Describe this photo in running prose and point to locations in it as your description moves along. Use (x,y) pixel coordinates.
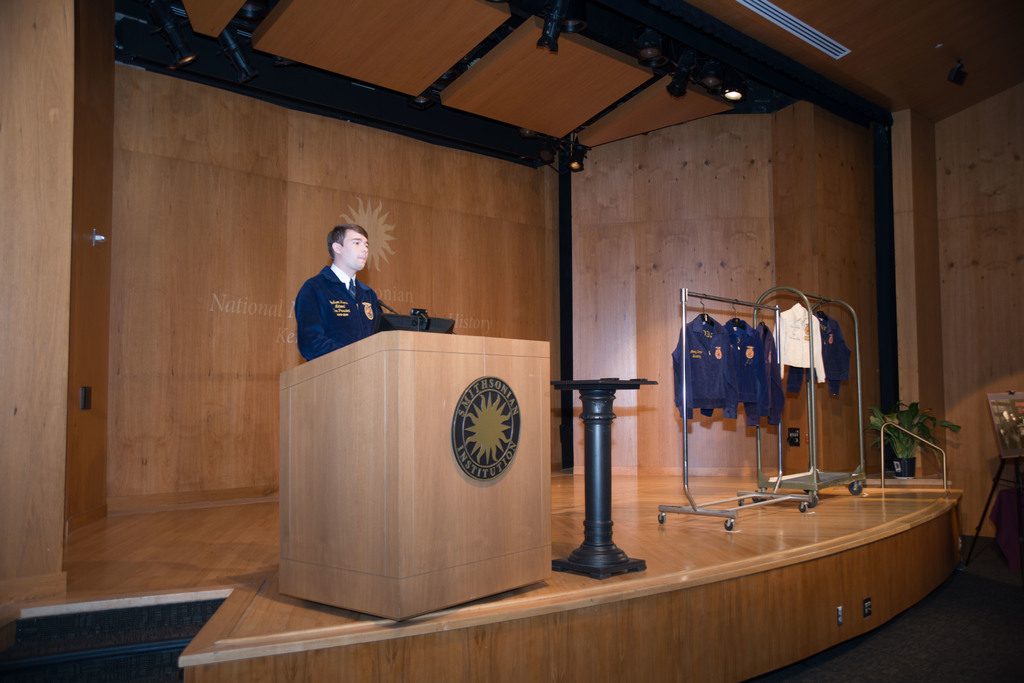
On this stage (317,640) there is a podium (446,418) with mic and laptop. Beside this podium (505,423) there is a stand (618,388). Backside of this podium (395,405) a person (347,267) is standing. Logo (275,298) is on the wall (237,284). Here we can see clothes (705,376) hanging to this rod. Corner of the image we can see plant (910,428) and information board (999,429). Focusing lights (731,97) are attached to the roof (303,36).
